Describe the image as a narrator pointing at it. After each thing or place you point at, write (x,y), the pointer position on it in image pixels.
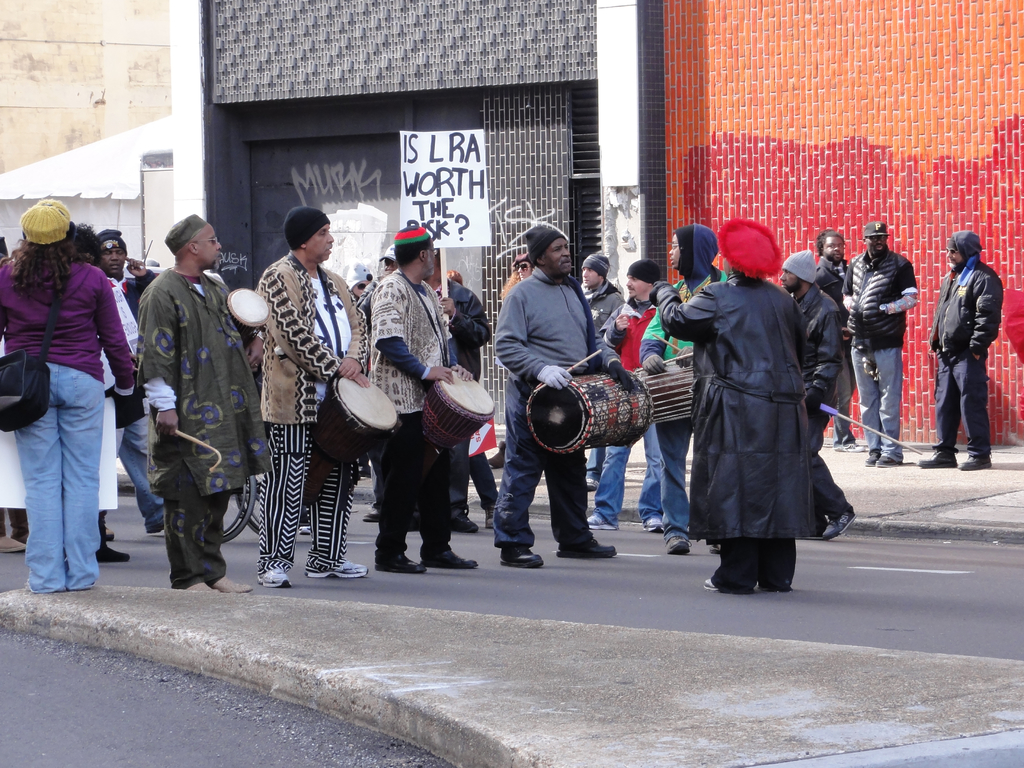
In the image we can see there are lot of people (59,412) who are standing on the road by holding drums (490,410) in their hand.
